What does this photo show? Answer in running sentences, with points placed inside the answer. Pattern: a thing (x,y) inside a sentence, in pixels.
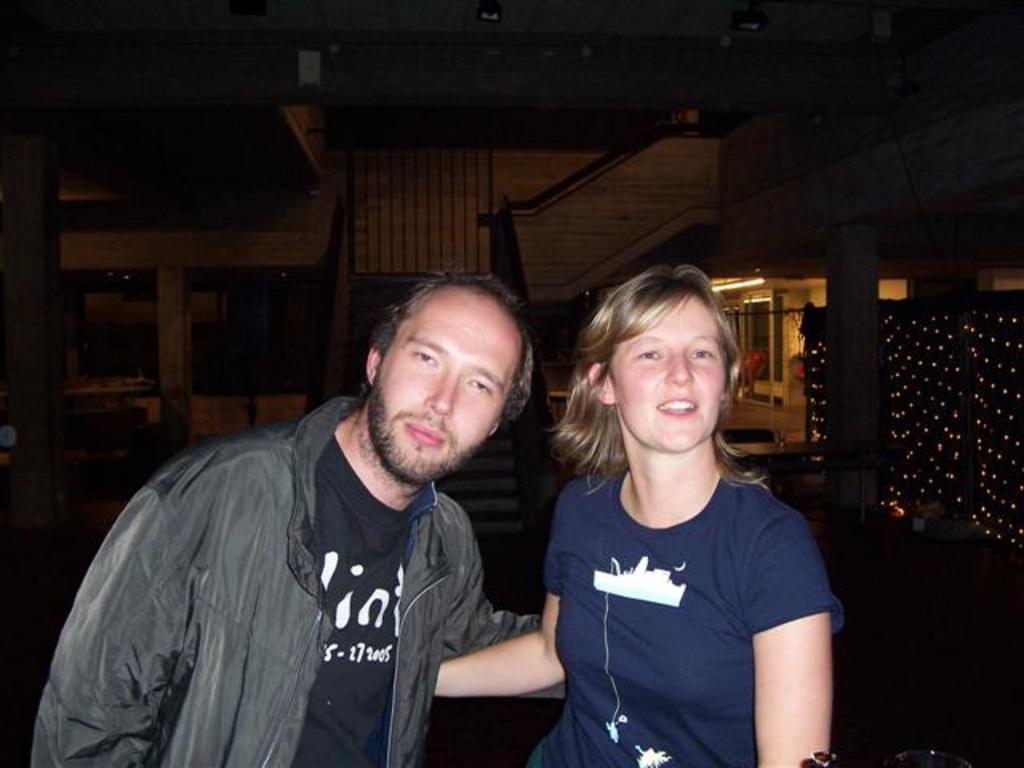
In this image there is a man (266,562) standing towards the bottom of the image (353,531), there is a woman (688,466) standing towards the bottom of the image (692,522), there is an object (932,755) towards the bottom of the image (839,751), at the background of the image (762,250) there is a building (583,221), there is a staircase (530,497), there are pillars (179,370), there is a door (763,368), there are lights (747,301), there is a wall (961,398) towards the right of the image (766,102), there is a wall (438,53) towards the top of the image (530,53), there are objects (255,12) towards the top of the image (323,49), there is an object (5,430) towards the left of the image (9,447), there is a gate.
